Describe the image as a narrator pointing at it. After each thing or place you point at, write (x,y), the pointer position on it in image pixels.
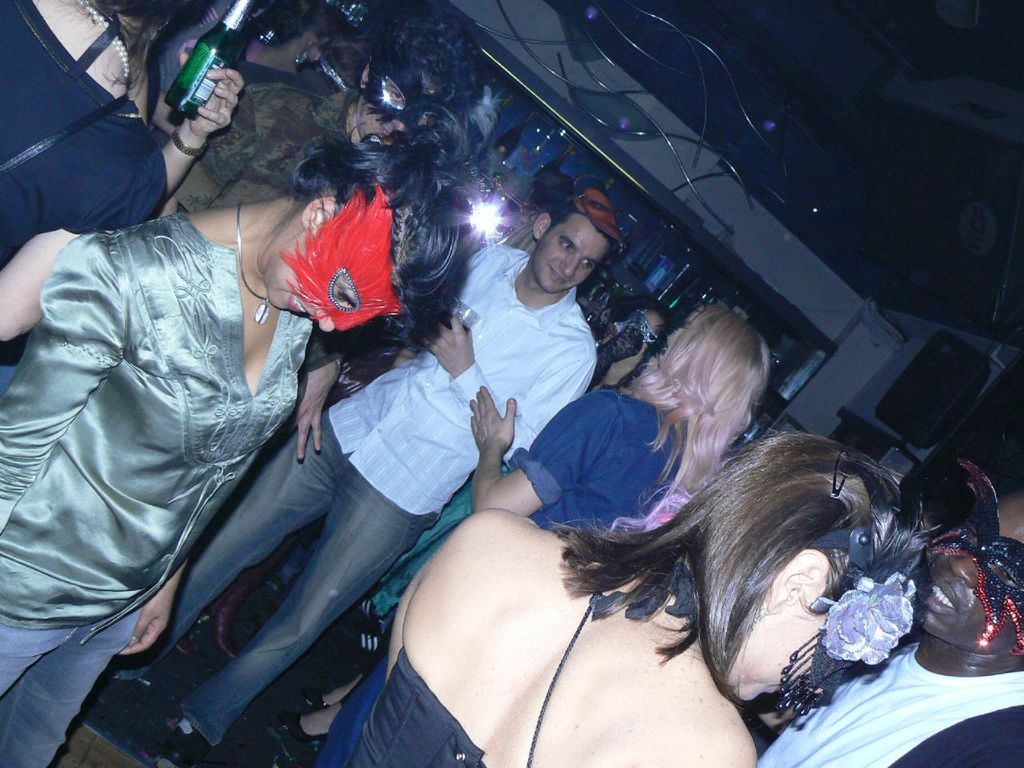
In this picture I can see number of people (331,168) standing in front (131,251) and I see that most of them are wearing masks (987,547) and I can see the ceiling (736,137) on right top side of this picture (803,124). On the top left corner of this picture (129,42), I can see a person (110,34) holding a bottle (204,49).
